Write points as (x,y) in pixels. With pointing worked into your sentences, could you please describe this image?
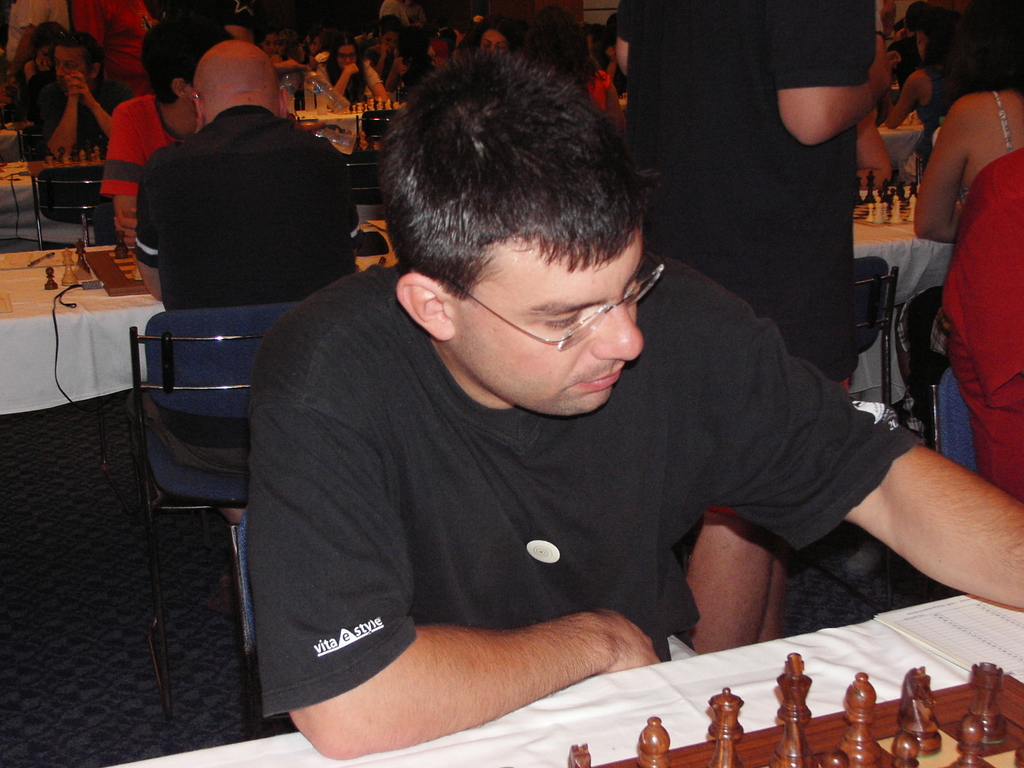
In this picture there is a man (462,395) in the center (515,422) wearing black t shirt (601,419) and playing the chess (848,733) which is placed on the table (732,660). In the background (234,246) there are group of people (153,208) sitting beside the tables (927,258) and playing chess (898,194) with other persons (973,189). At the bottom (65,677), there is a blue mat (143,643).
